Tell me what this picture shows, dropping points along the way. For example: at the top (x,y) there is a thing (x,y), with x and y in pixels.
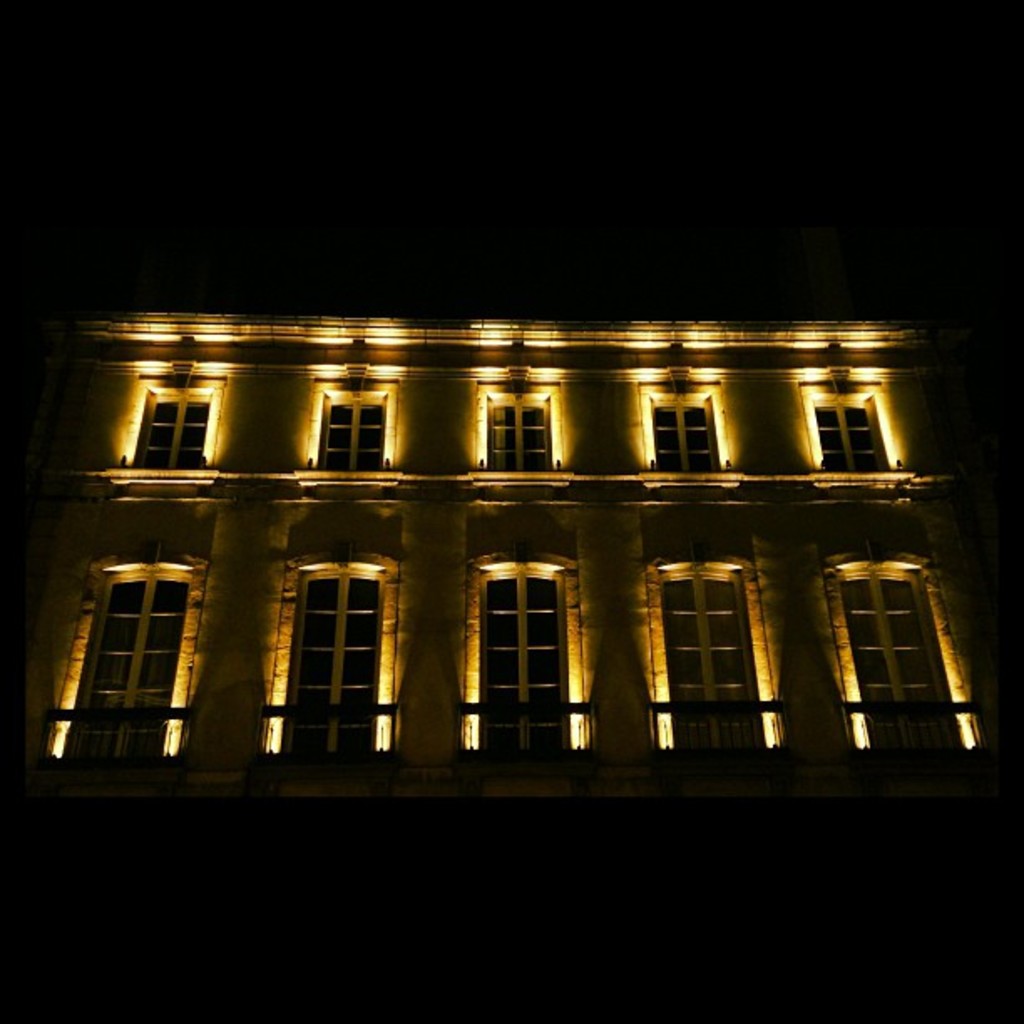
In this picture I can see a building (613,600) with lights (573,634) at the center (406,595).
